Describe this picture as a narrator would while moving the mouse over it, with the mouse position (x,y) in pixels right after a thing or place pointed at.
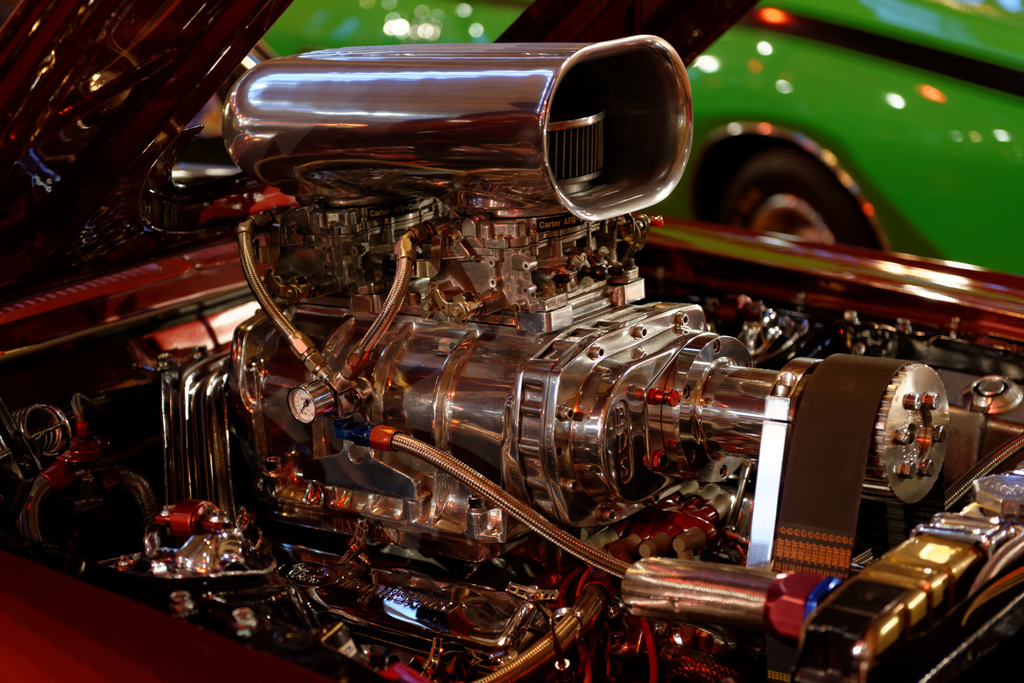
Here we can see engine parts (277,432) of a vehicle (261,303) and some other parts (496,505). In the background (781,123) there is a car (1000,167).
